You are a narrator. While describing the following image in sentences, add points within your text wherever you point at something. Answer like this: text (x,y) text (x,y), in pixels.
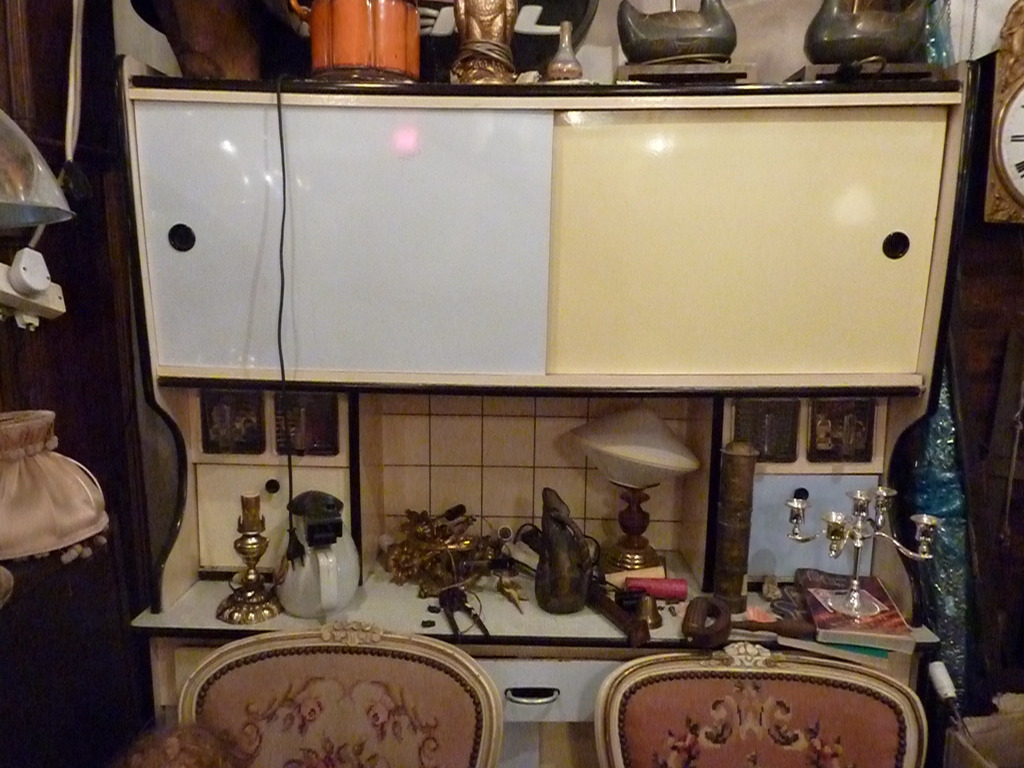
In the image there is a cabinet (166,144) and on the cabinet (180,144) there are different objects (683,471), on the left side (18,258) there is a plug (33,269) in the switchboard (36,292) and on the right side (991,95) there is a clock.
